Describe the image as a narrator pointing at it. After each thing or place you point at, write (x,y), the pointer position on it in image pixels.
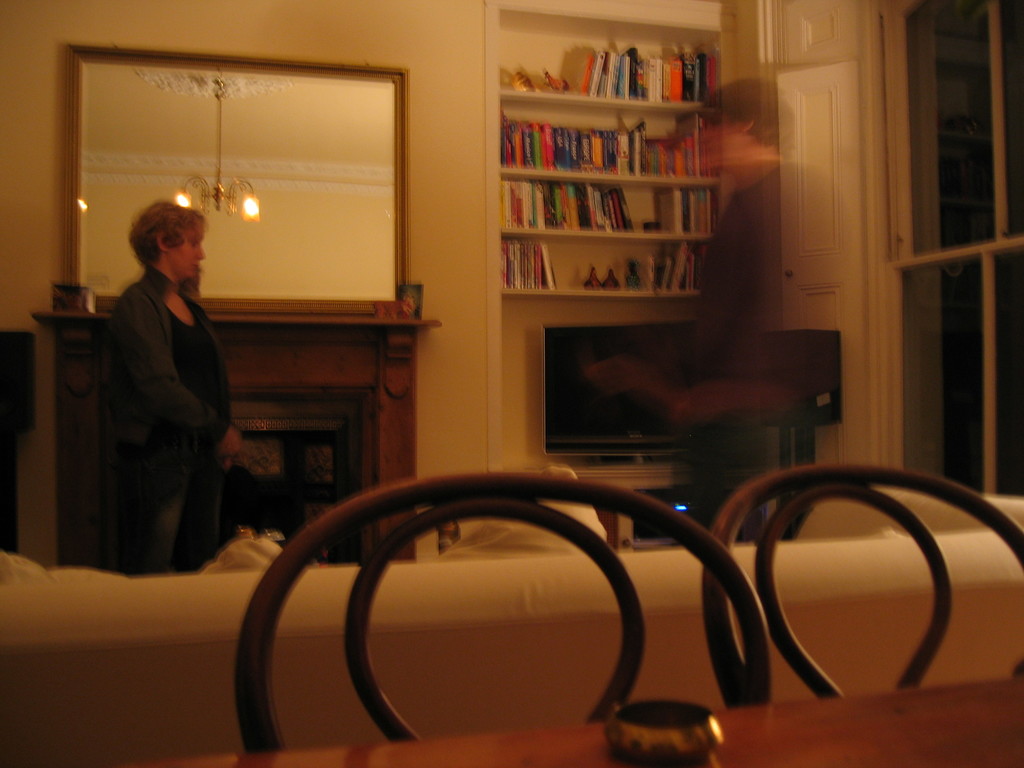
Here we can see a woman (129,416) is standing, and at back (295,139) here is the mirror (288,154), and here is the chandelier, and at here there is the books rack (672,281).
